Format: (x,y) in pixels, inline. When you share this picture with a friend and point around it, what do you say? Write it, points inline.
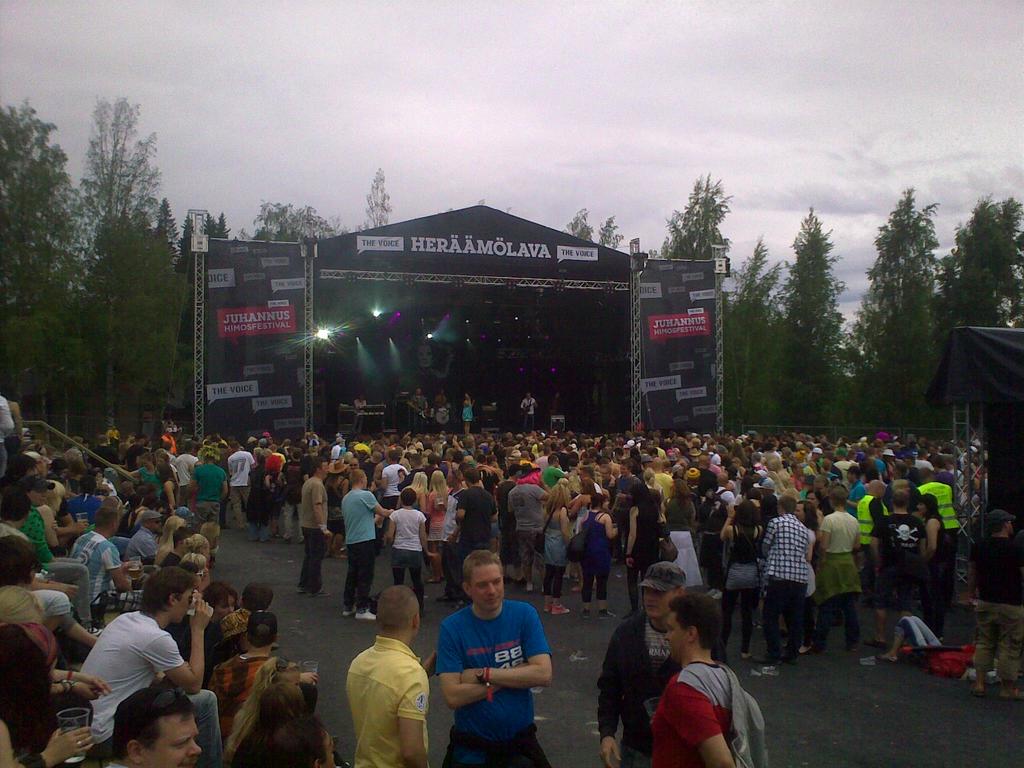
In this picture we can see some people (296,520) standing here, in the background (914,314) there are some trees (856,405), we can see a hoarding (301,364) here, there are some lights (321,332) here, there is the sky (547,71) at the top of the picture (400,69), on the left side (182,615) there are some people (172,625) sitting here.
